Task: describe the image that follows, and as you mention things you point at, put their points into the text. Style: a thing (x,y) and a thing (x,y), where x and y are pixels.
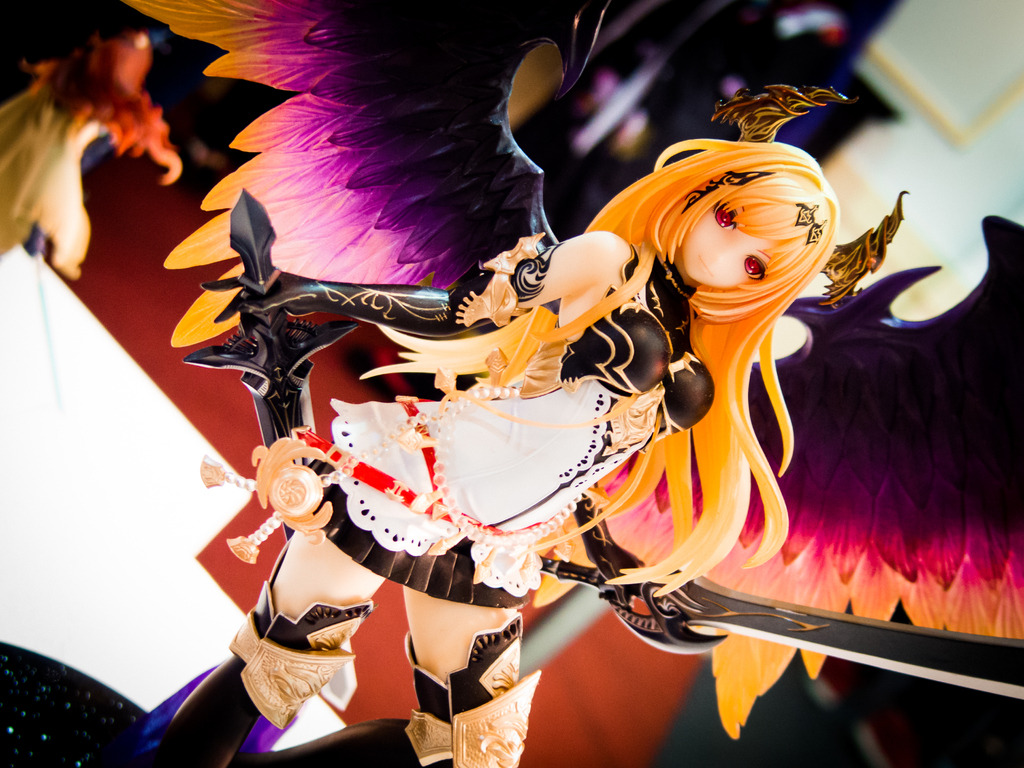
In this image, we can see a toy (665,313) on the blur background. This toy (620,412) contains wings (409,211) and holding swords (292,409).
